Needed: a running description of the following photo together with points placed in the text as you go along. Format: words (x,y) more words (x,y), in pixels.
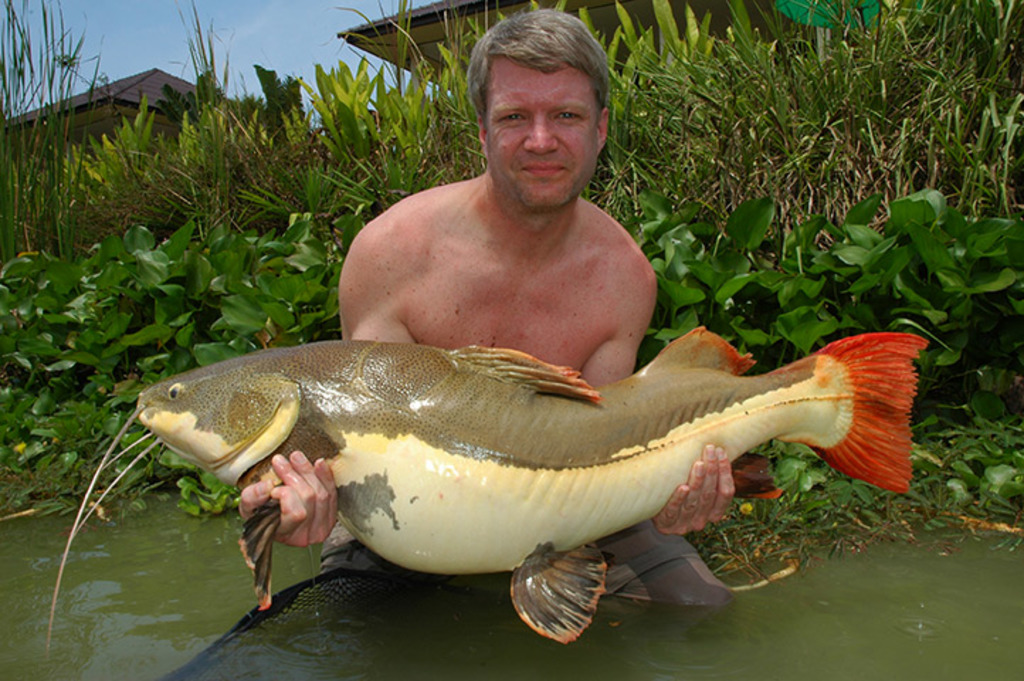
This image consists of a man (274,467) holding a fish (438,427). At the bottom (773,668), there is water (378,653). In the background (381,105), there are plants (108,152) along with houses (426,50). To the top (148,24), there is sky (182,23).
